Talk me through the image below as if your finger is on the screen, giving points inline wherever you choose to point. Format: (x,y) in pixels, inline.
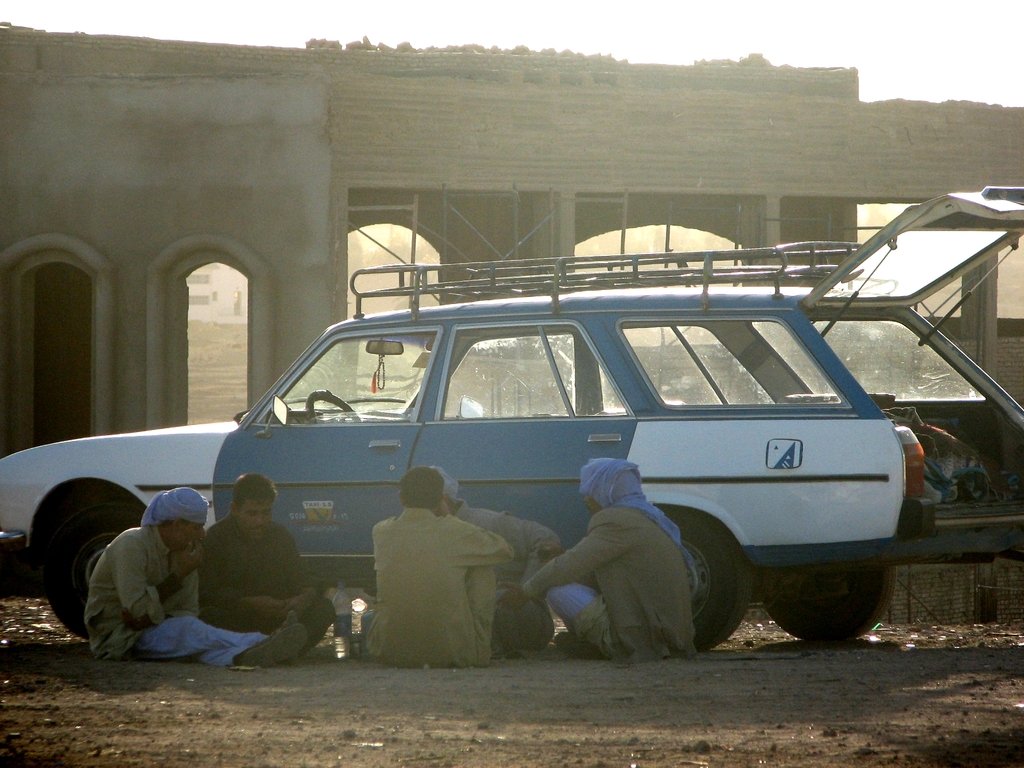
In the center of the image (537,277), we can see a vehicle (691,378) and there are some people (443,538) sitting on the ground (404,672) and some are wearing turbans (186,518). In the background (123,175), there is a building (578,164). At the top (502,31), there is sky (502,31).
